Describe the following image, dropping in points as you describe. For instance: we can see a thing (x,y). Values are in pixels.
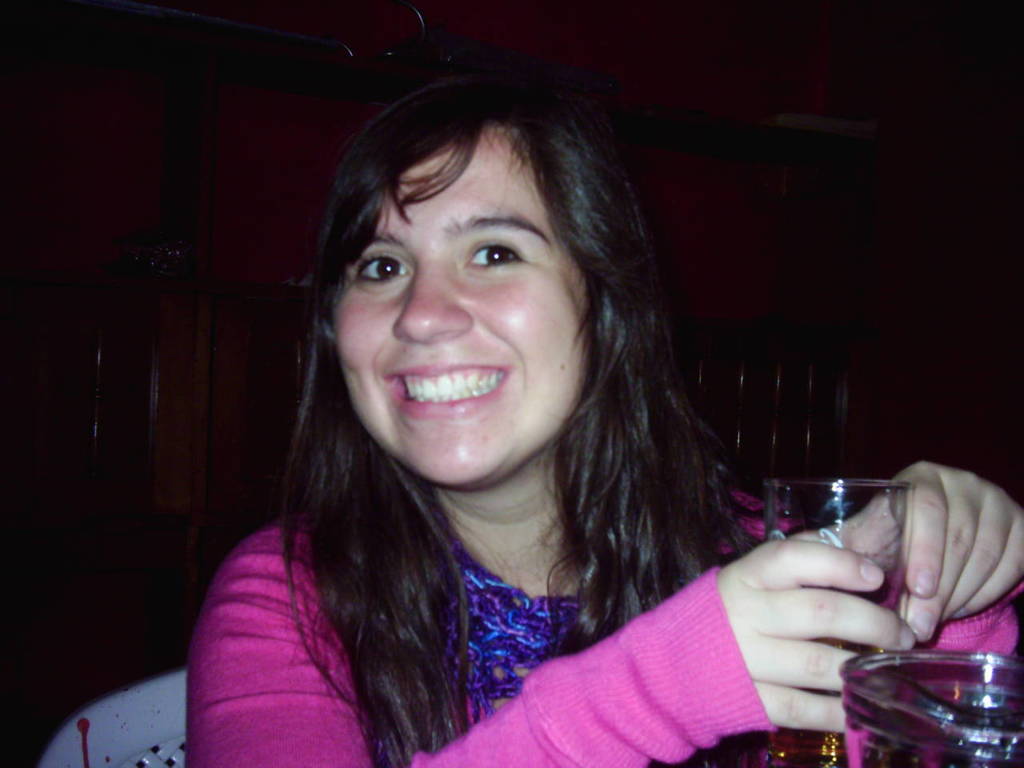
This image consists of a girl (409,544) who is sitting in chair (151,712). She is wearing pink color sweater (673,701). She is smiling. She is holding a glass (883,513) and there is also one the glass (948,678) in the bottom right corner (958,685).
